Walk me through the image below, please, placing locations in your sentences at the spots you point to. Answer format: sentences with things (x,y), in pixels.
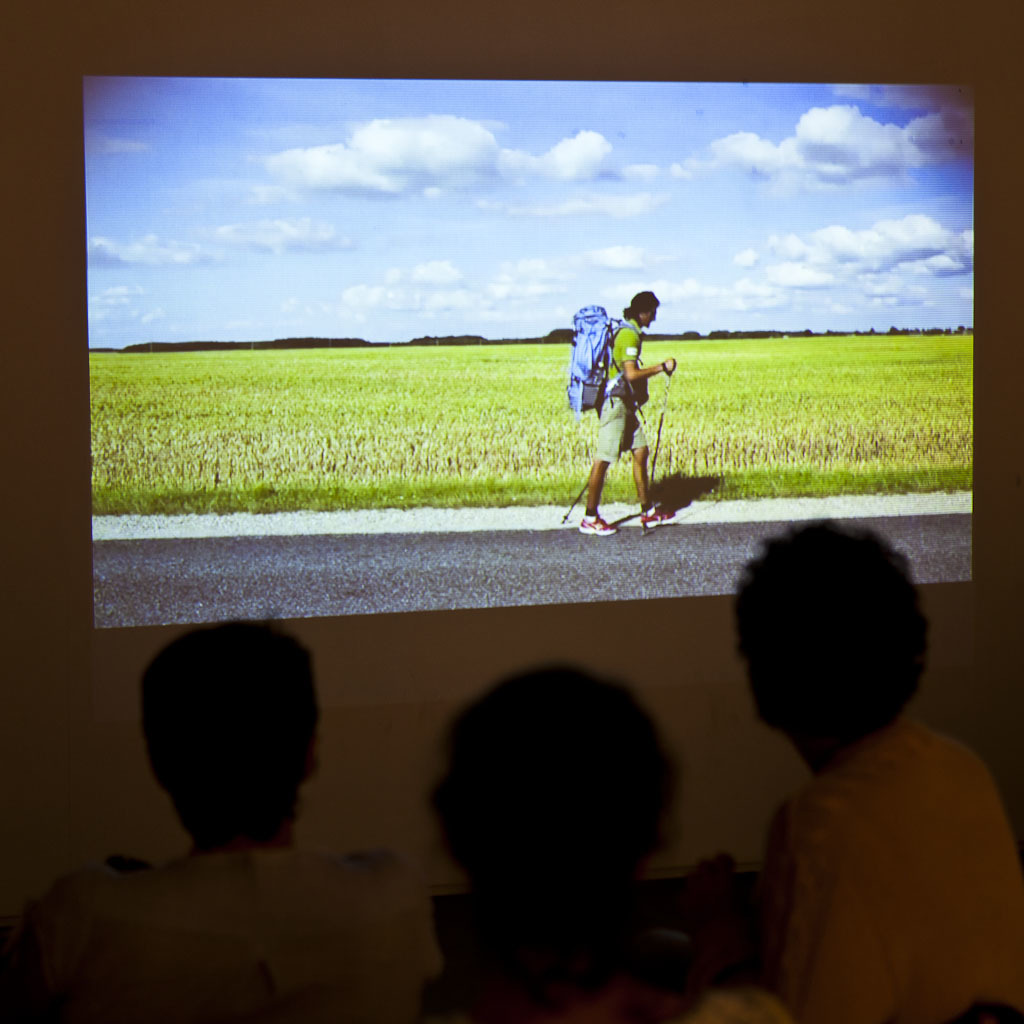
In this image we can see group of people (849,954) watching screen (116,254). In the background (425,333), we can see the cloudy sky (704,299).
